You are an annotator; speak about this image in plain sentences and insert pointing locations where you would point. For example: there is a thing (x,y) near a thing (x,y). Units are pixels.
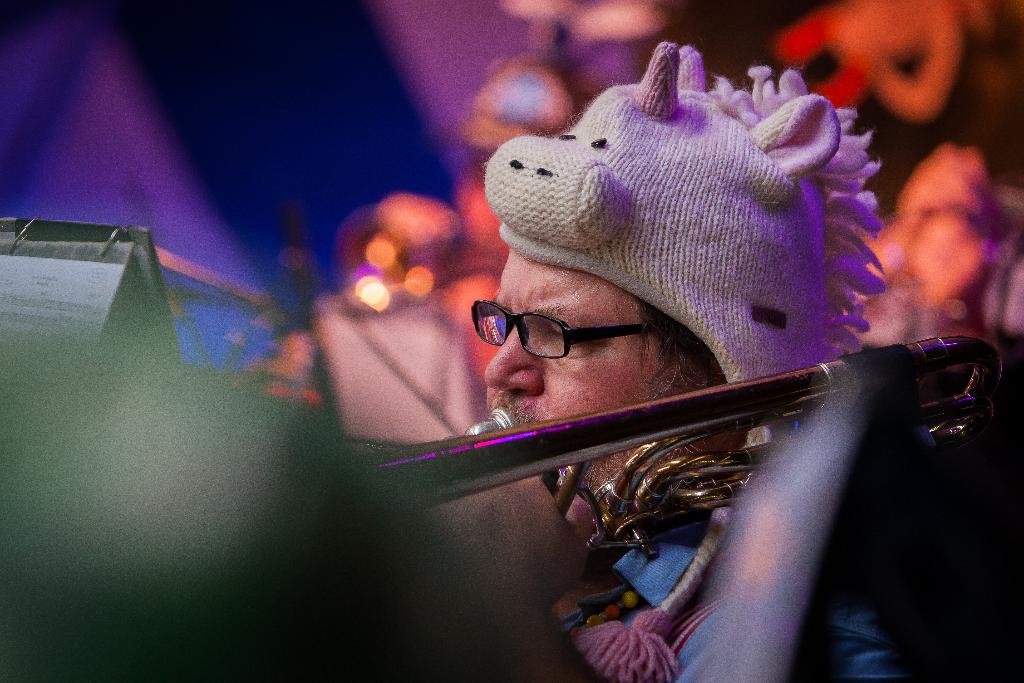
This picture shows a man (602,346) playing trombone (692,397) and he wore a cap (681,56) on his head (687,358) and spectacles (494,309) on his face (633,343).
